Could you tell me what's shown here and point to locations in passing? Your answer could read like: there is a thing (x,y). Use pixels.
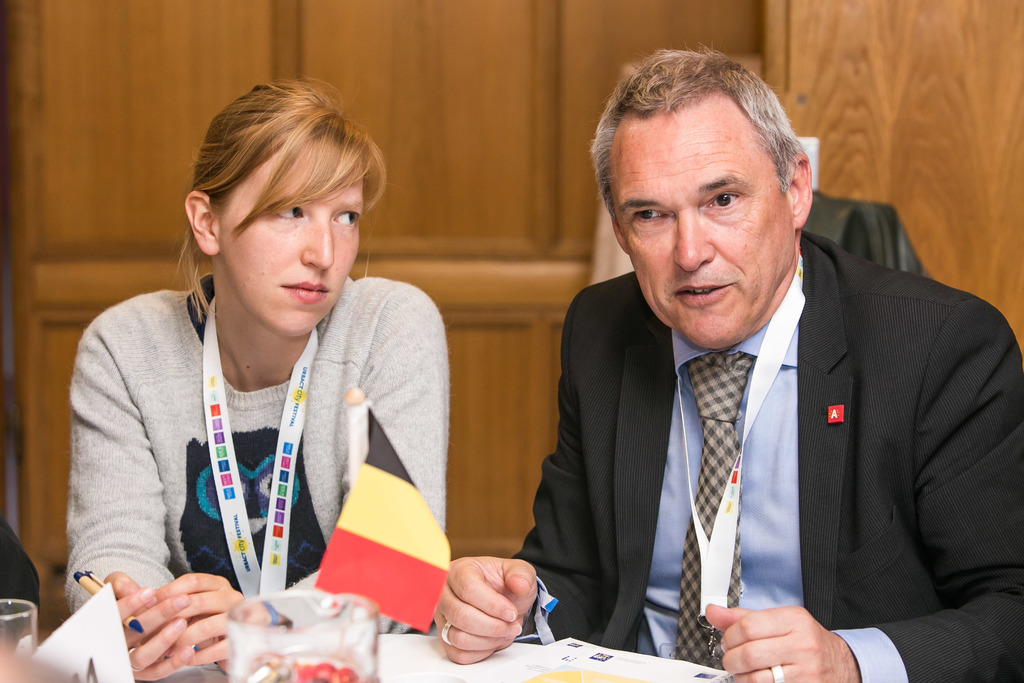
At the bottom of the image (262,635) there is glass (293,635), flag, paper (100,648) and some other things (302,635) on it. Behind the table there is a man (664,327) and a lady (104,561) with tags (774,341) around their necks (766,331). Behind them there is a wall (450,244).
